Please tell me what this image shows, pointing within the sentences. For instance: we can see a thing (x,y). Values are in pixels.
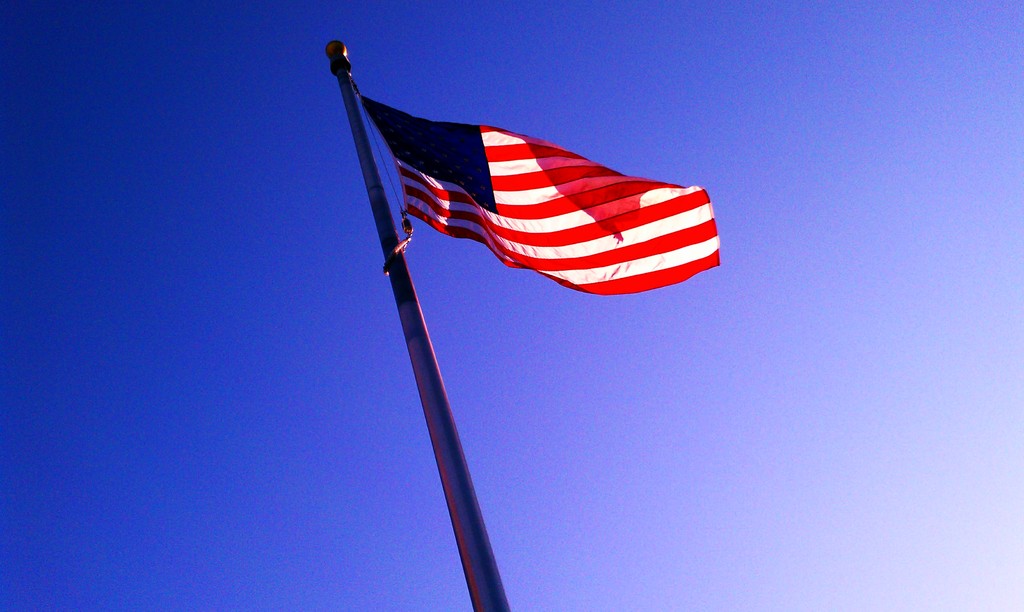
In this image I can see a flag (525,203) attached to the pole (480,571). The flag (513,191) is in white, red and blue color. Background (925,273) the sky (907,280) is in blue color.
